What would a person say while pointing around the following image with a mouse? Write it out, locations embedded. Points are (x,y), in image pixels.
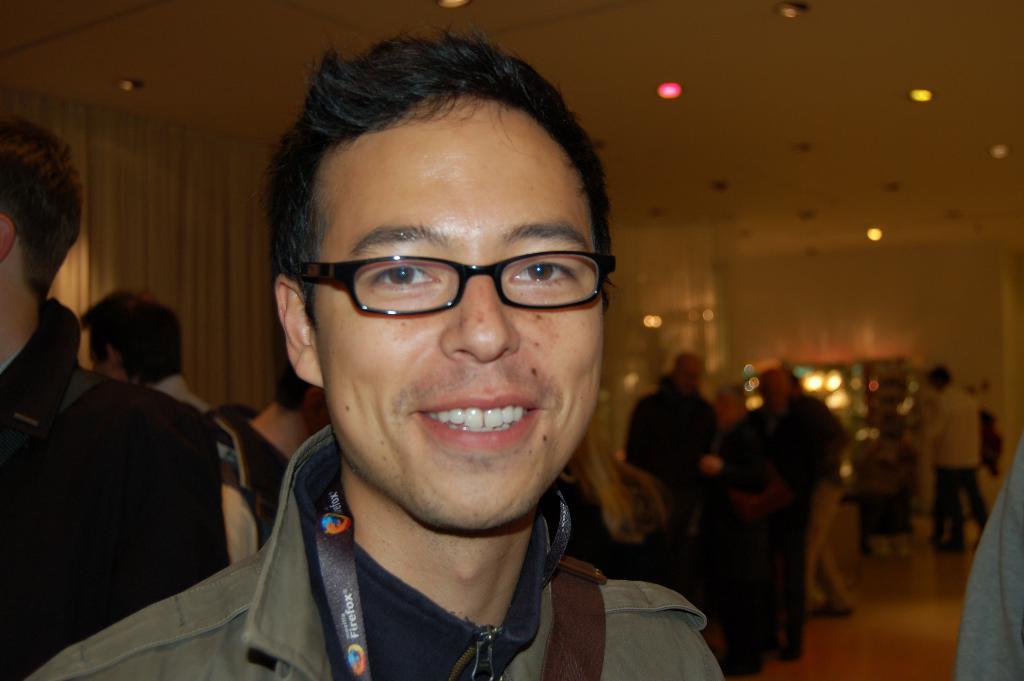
In this image, we can see a man (366,522) standing, he is smiling, in the background (36,544), we can see some people (790,450) standing, we can see some curtain (129,249), there is a roof (630,25) and we can see the lights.
